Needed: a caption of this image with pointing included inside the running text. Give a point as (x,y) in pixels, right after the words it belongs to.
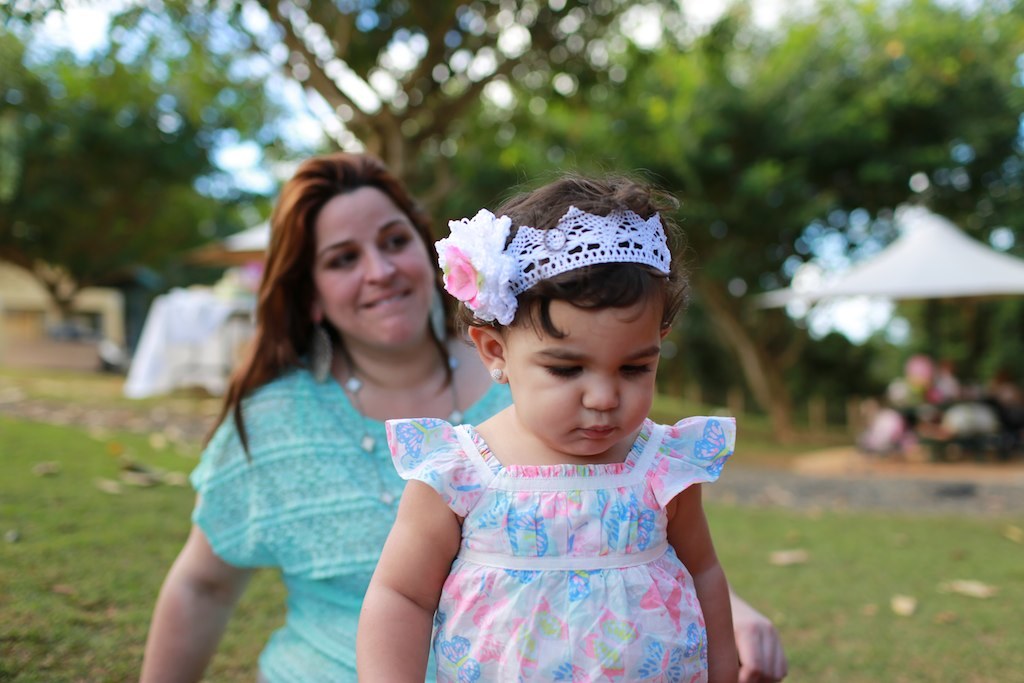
In this image there is grass (84,553) at the bottom (88,586). There are people (647,551) in the foreground (492,466). There are trees (809,26) in the background (681,76). And there is sky (778,8) at the top (241,183).
